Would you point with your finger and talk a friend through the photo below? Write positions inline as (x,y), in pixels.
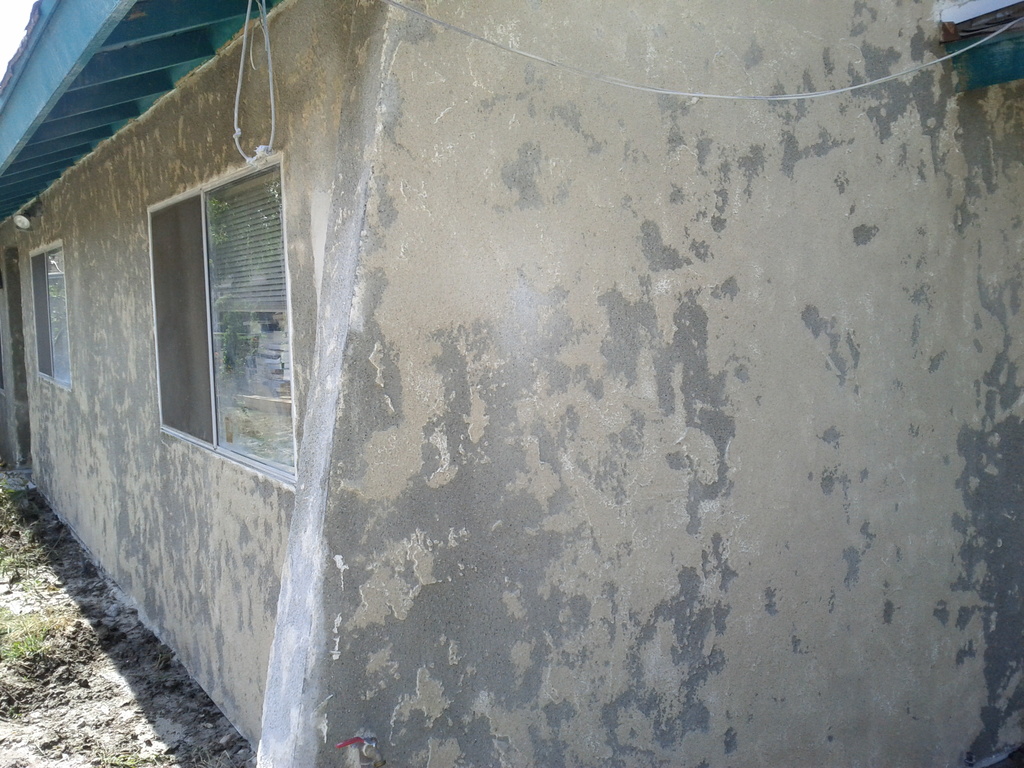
This image consists of a small house (311,345). In the front (364,377), there is a wall (373,344) along with windows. At the top (85,102), there is a roof (49,88) in blue color.
